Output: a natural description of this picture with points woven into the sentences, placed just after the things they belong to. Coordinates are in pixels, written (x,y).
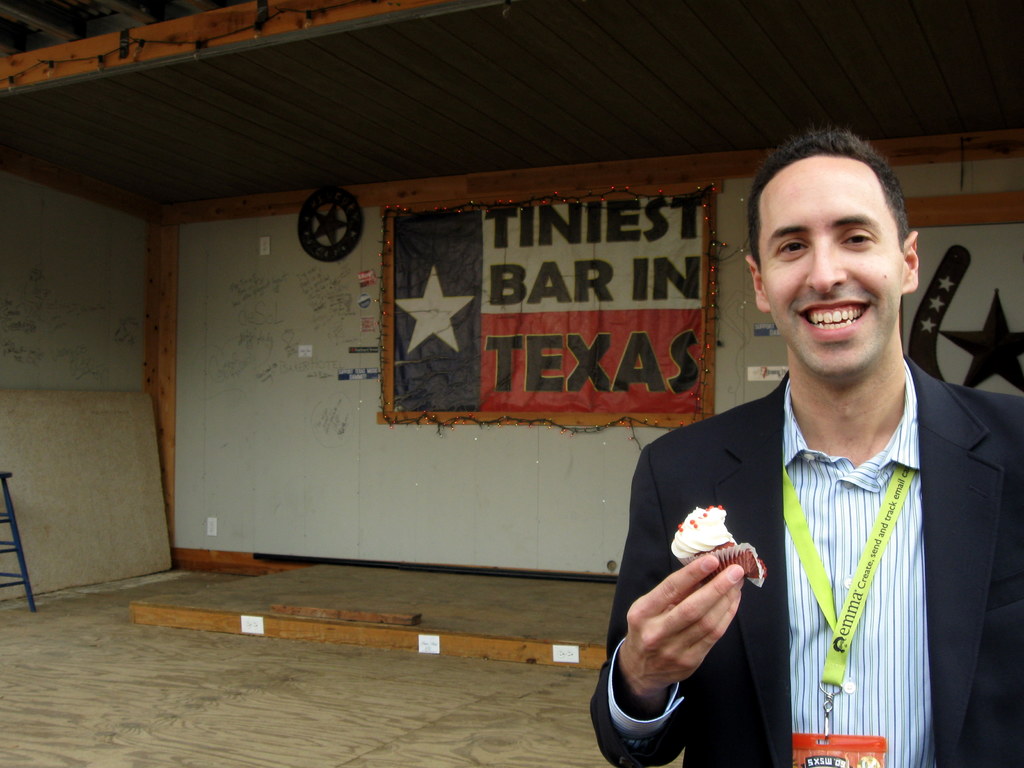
In this image I can see a person (833,496) wearing white shirt (828,484) and black blazer (765,460) is standing and holding a cupcake (741,560) in his hand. In the background (350,597) I can see the floor (195,693), the wall (262,550), a banner (531,369) and the ceiling (398,106).
